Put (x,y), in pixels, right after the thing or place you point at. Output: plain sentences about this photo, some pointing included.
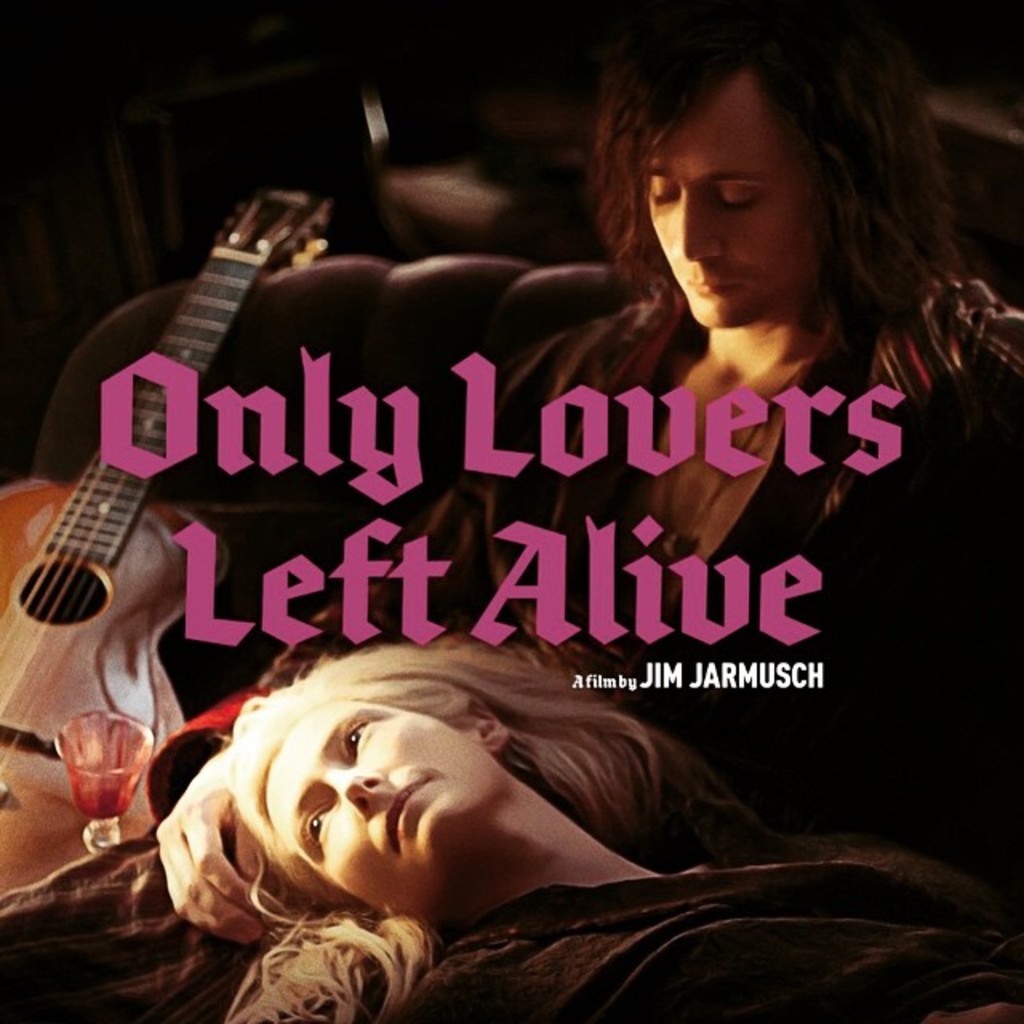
As we can see in the image there are two people (692,501) on sofa (439,376). There is a glass (96,773) and guitar (43,562).
